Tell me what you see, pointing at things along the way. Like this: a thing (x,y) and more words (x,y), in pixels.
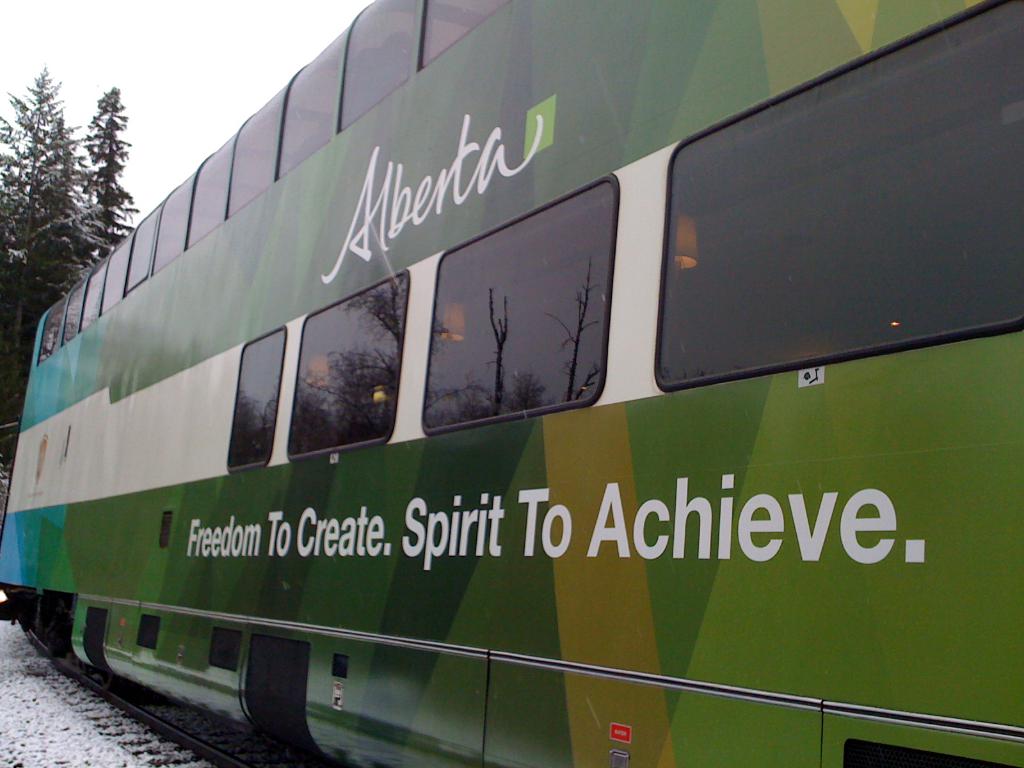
In the foreground of this image (472,477), there is a compartment (462,501) of a train (253,664) on the track (194,738). On the bottom (55,739), there is the snow (61,741). In the background (64,218), there is a tree (79,179) and the sky (214,20).
